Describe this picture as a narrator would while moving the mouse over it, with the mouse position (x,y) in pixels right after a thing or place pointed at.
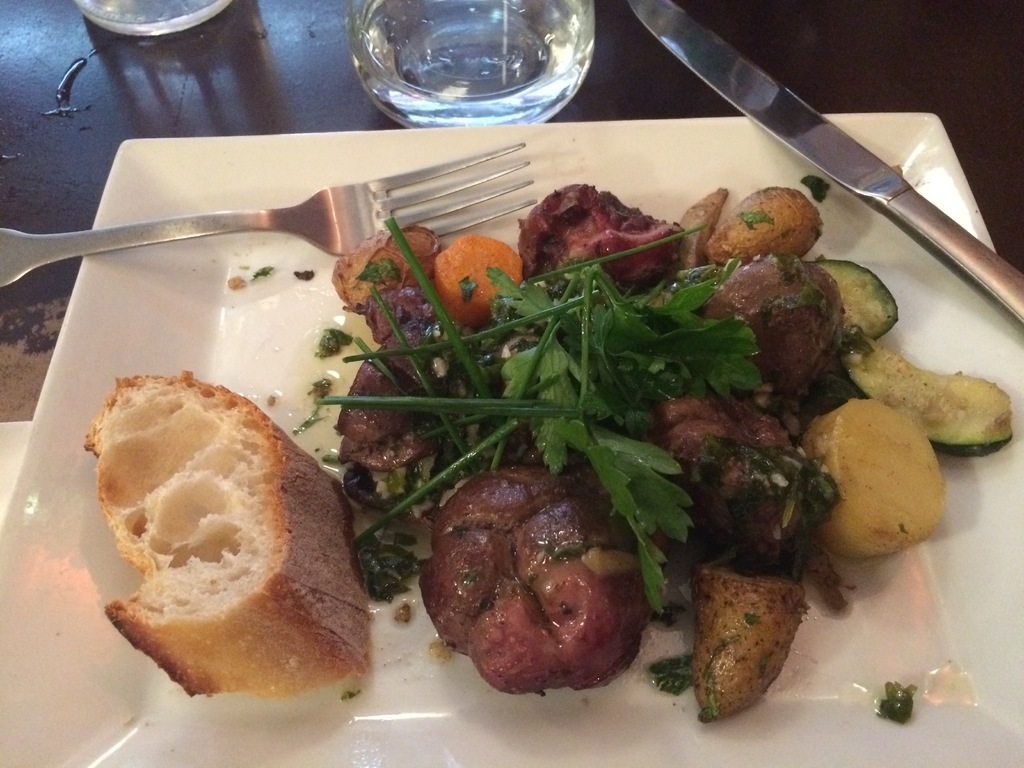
In this image I can see the plate (373,698) with food (581,667). I can see the food (174,577) is colorful and the plate (427,674) is in white color. I can also see the fork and the knife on the plate (161,266). To the side I can see the glasses (376,2). These are on the black and brown color surface (61,219).
